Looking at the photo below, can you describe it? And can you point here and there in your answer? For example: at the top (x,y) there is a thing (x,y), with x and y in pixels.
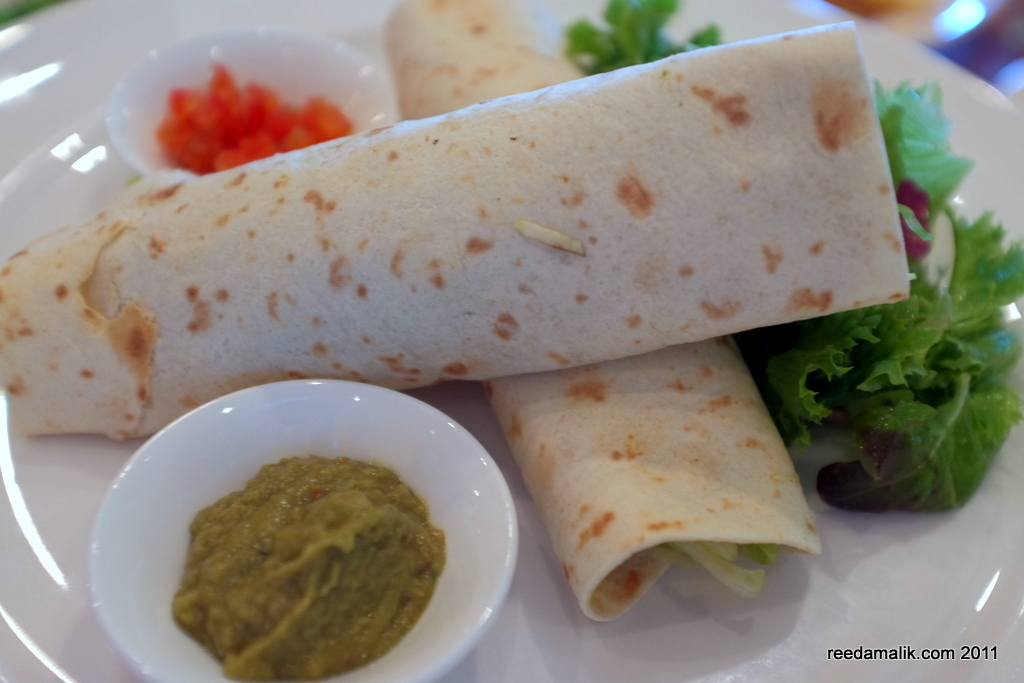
In this image there is a plate (806,603) with two wraps (566,311), leafy vegetables (884,348), a bowl (381,438) with sauce (394,567) and a bowl (356,103) with fruits (252,118) on it.
